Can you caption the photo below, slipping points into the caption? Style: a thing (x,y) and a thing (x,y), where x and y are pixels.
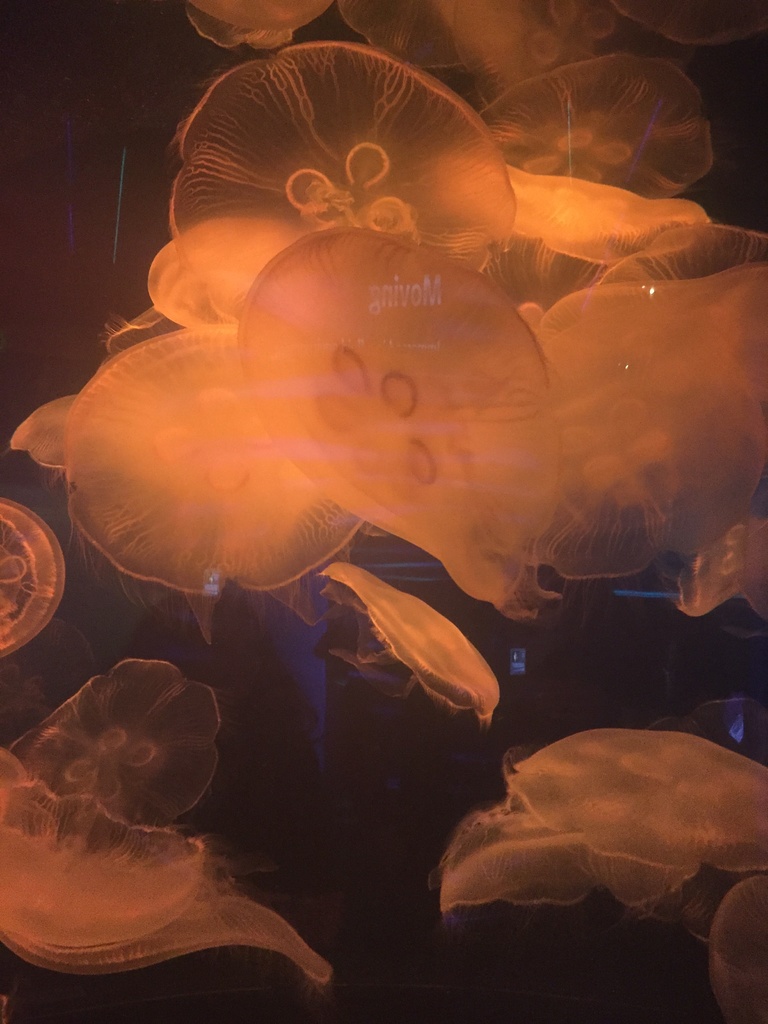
In this picture we can see jellyfishes (353,381).
